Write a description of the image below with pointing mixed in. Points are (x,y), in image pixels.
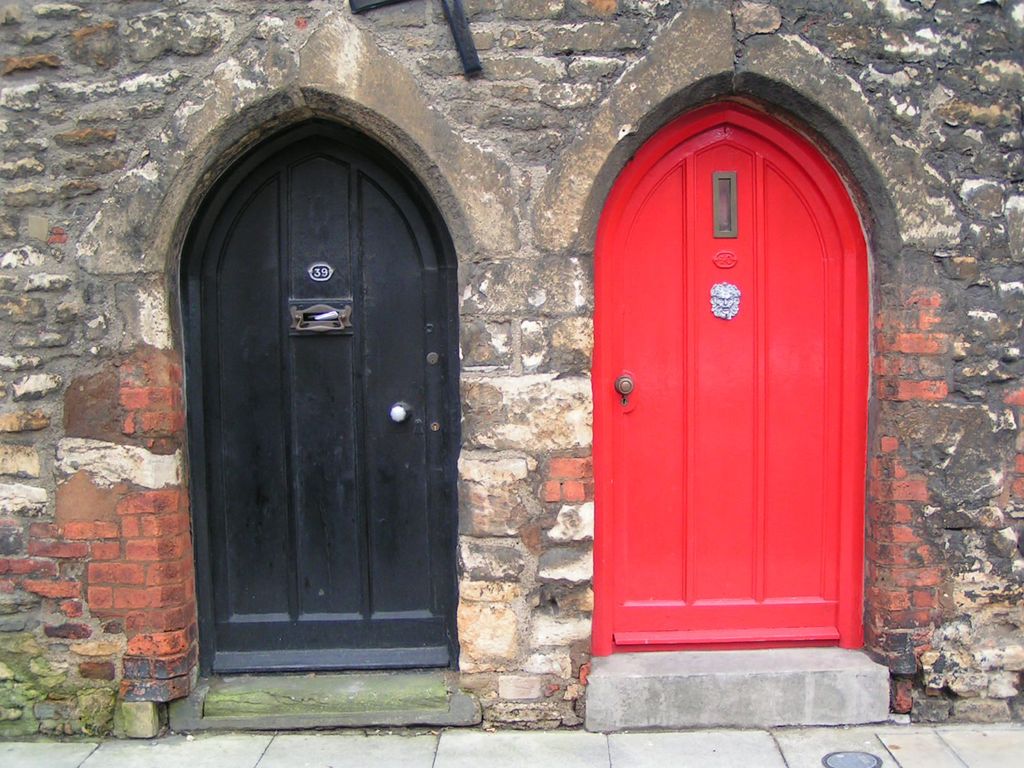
In this image we can see doors (418,218), wall (589,367) and other objects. At the bottom of the image (458,729) there is the floor (335,750).
